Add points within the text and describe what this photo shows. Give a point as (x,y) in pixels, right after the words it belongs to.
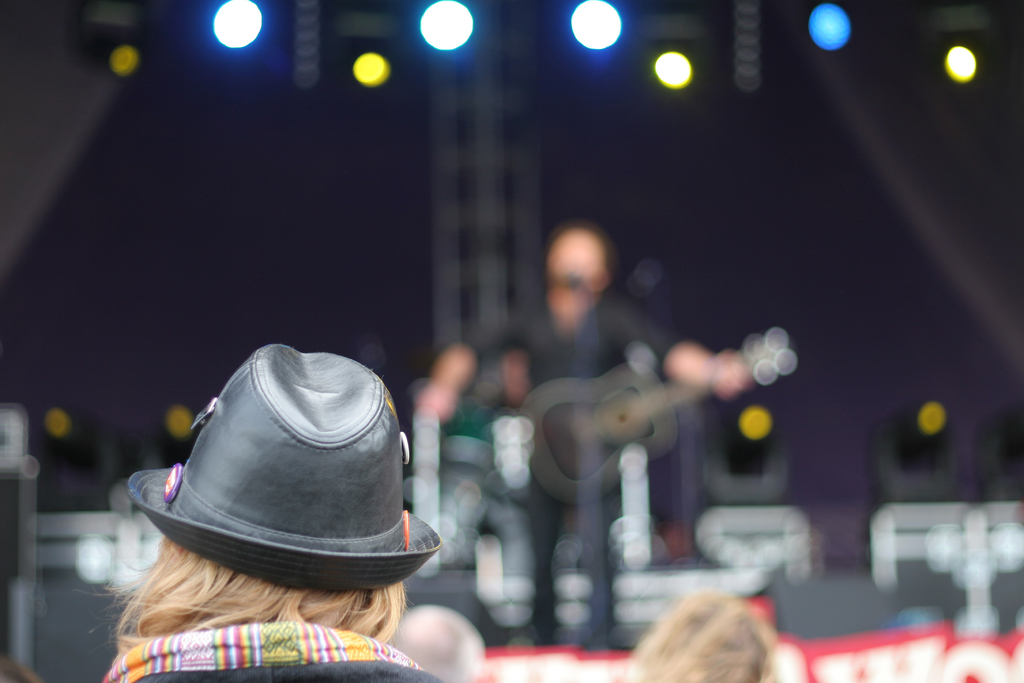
At the bottom (704,664) I can see three persons heads (301,609). One person (262,572) is wearing a cap (321,443). The background (650,406) is blurred. In the middle of the image (562,308) there is a person (565,273) standing by holding a guitar (655,382). At the top (827,30) I can see few lights (233,36). The background (255,293) is in black color.
